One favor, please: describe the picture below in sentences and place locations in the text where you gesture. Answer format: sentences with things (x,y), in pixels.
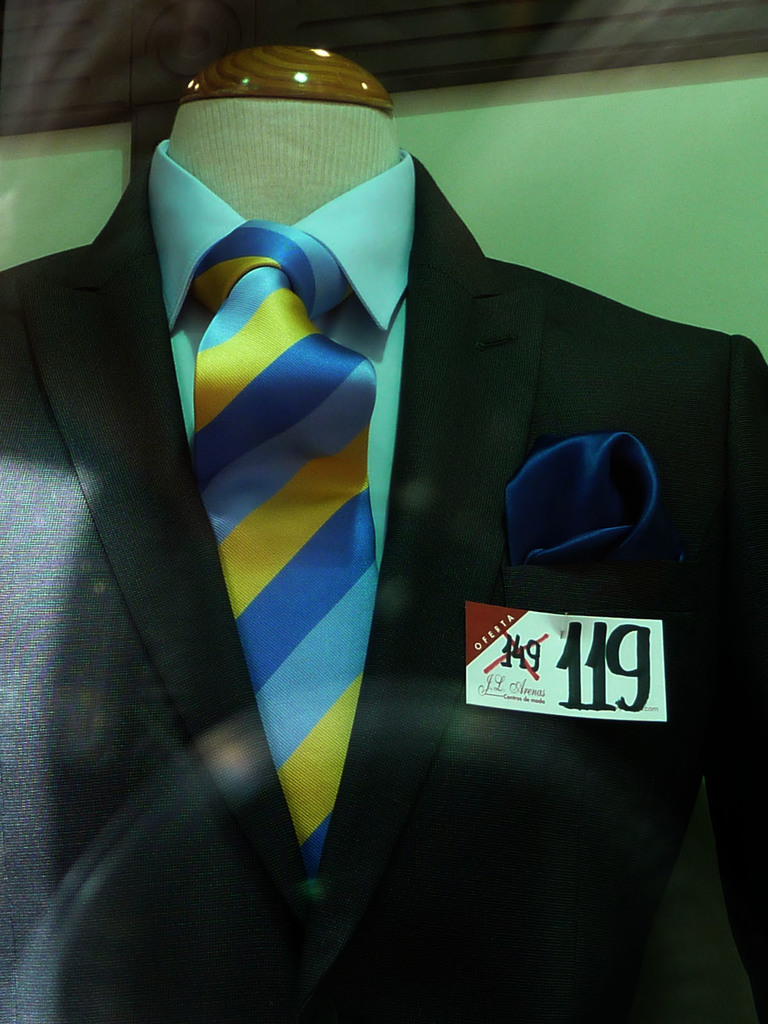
In this image I can see a wooden thing (257,93) and on it I can see a suit (391,588). On the right side of this image (640,710) I can see a white colour paper (554,651) and on it I can see something is written. I can also see a blue colour cloth (541,560) on the right side (617,454).
